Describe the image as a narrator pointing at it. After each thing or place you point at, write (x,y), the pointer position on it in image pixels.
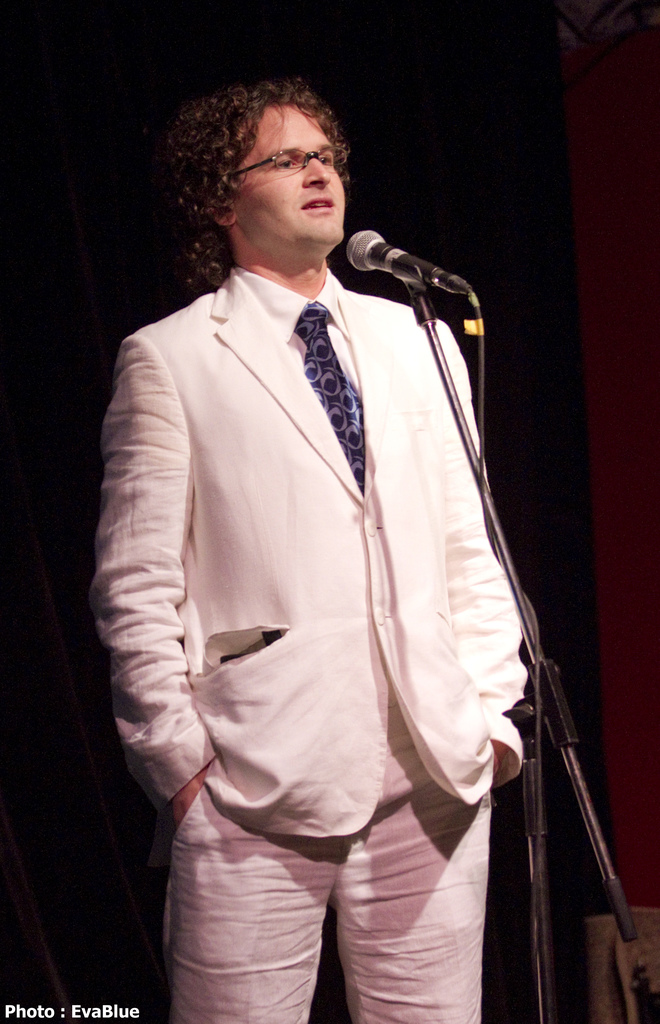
In this image I can see a person (227,589) standing wearing cream blazer (284,541), white shirt (289,315), blue tie (322,343), in front (416,265) I can see a microphone (412,272).
